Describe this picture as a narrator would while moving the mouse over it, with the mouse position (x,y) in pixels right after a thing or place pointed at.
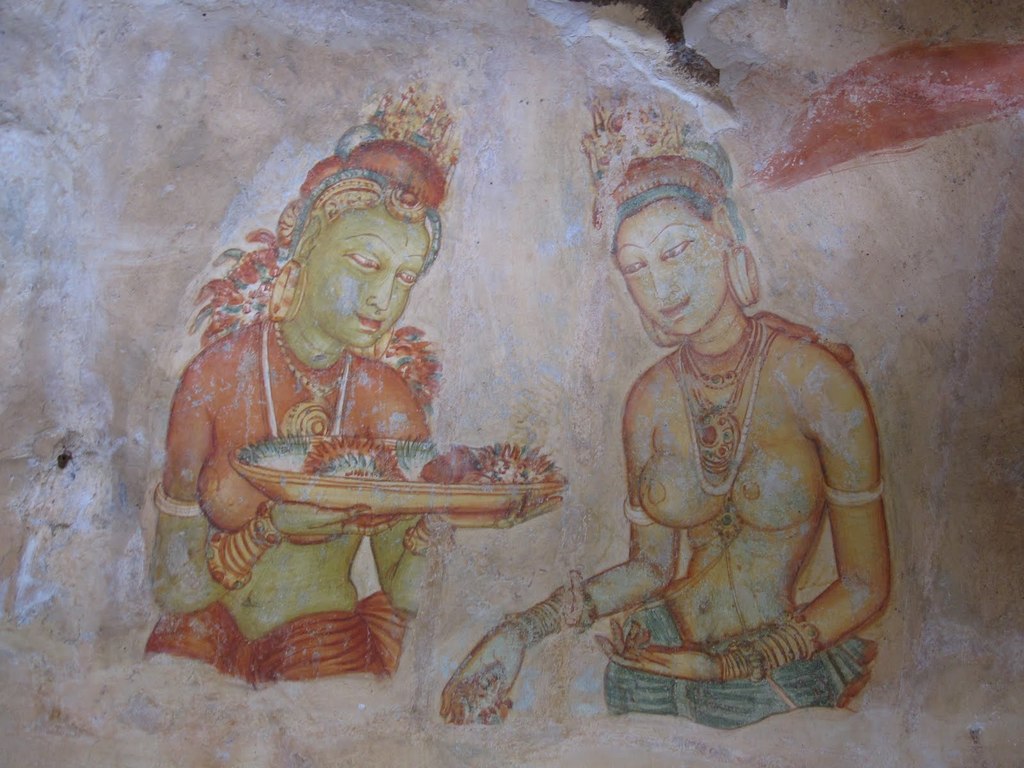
This is a painting image of two ladies (233,441) standing together in which one of them is holding a plate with flowers (333,468).
